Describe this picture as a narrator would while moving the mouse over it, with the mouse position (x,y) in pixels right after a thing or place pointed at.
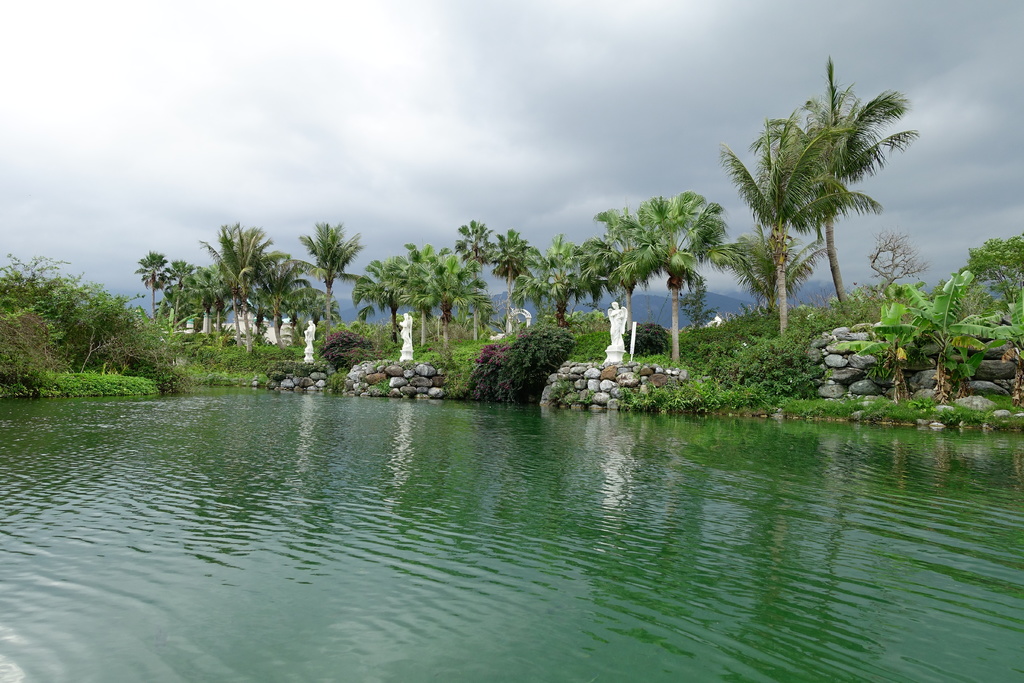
In this picture there are trees (914,261) and there are statues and there is a building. At the top (327,150) there is sky (227,85) and there are clouds (475,84). At the bottom (474,552) there is water (541,597).
